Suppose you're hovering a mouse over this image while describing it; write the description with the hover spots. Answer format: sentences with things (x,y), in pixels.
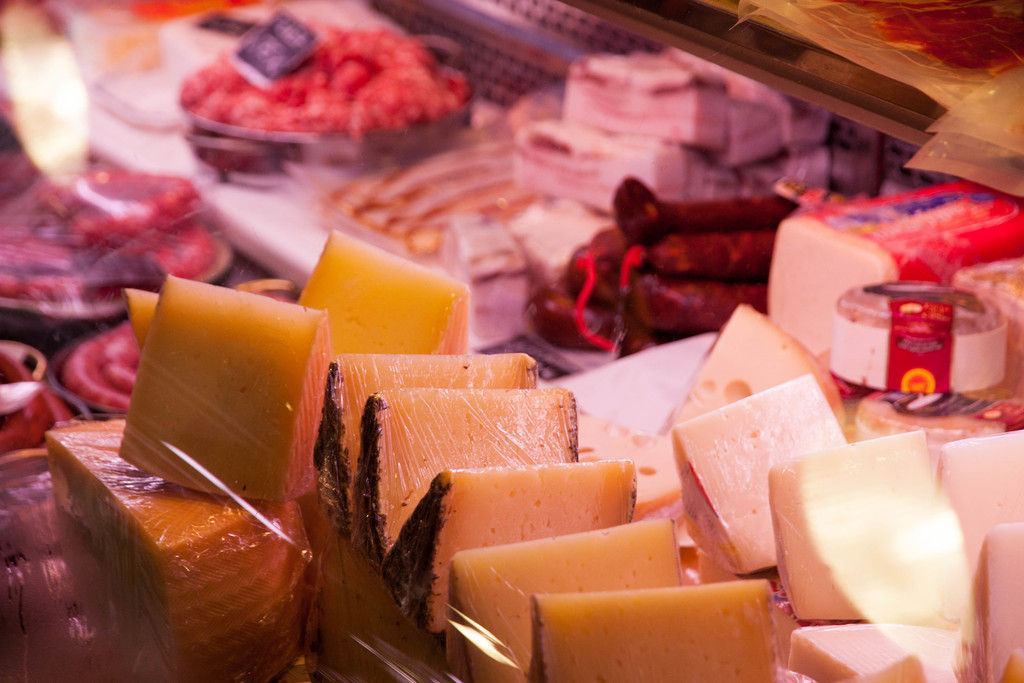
In this image, we can see some food items (371,326).
